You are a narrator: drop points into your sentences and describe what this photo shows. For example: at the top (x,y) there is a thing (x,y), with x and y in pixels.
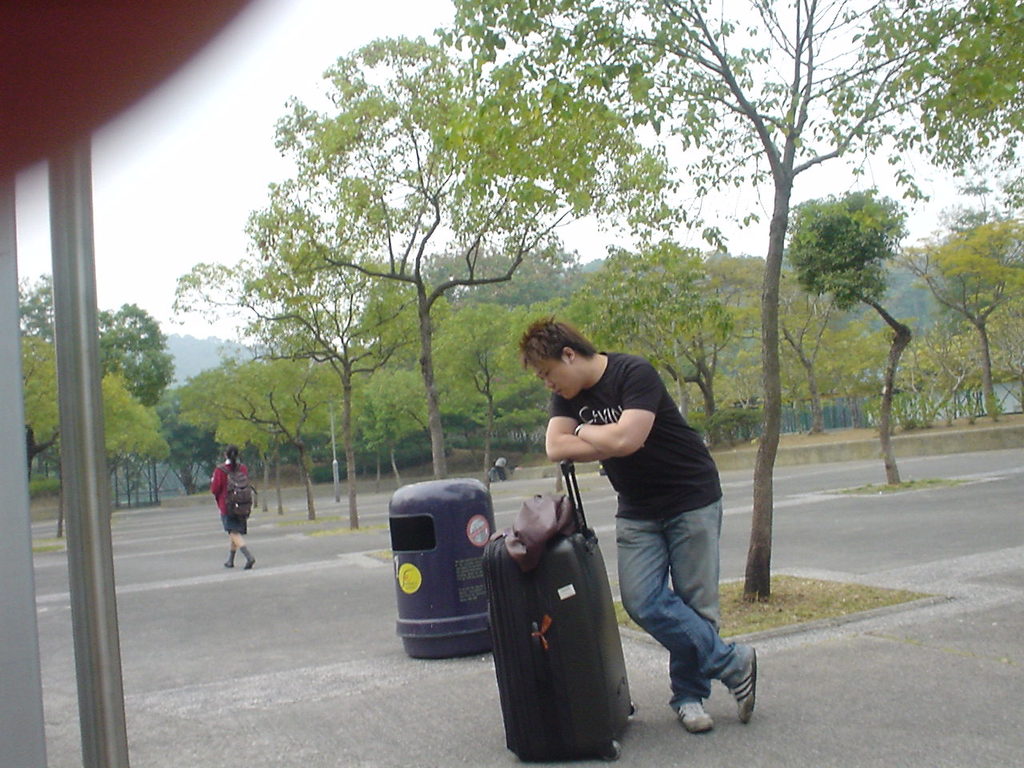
In the foreground of the picture (610,440) there is man (624,450) wearing black color T-shirt (666,453), blue color jeans (660,583) standing, we can see luggage bag (543,607), there is dustbin (474,539) and in the background of the picture (235,546) there is woman (236,460) walking along the road (203,523), there are some trees (470,314) and top of the picture (267,175) there is clear sky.
